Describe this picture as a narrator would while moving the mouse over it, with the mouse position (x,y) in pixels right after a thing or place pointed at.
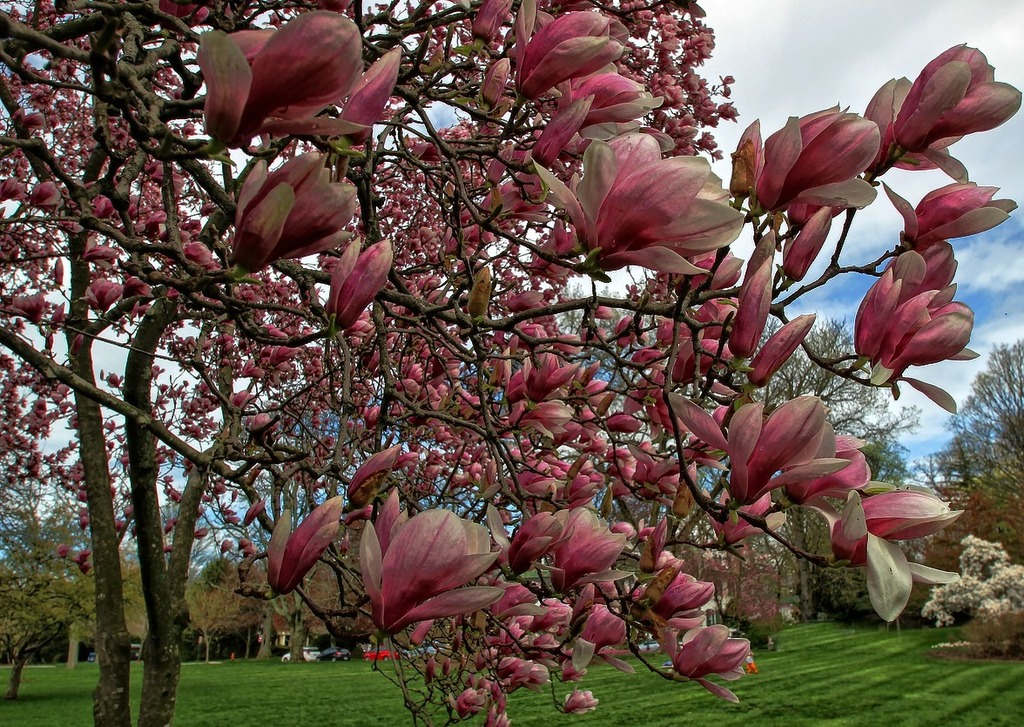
Here we can see trees (650,479) with flowers (631,452). This is grass (805,671) and there are cars (424,654). In the background (751,79) there is sky (993,158) with clouds (953,20).
